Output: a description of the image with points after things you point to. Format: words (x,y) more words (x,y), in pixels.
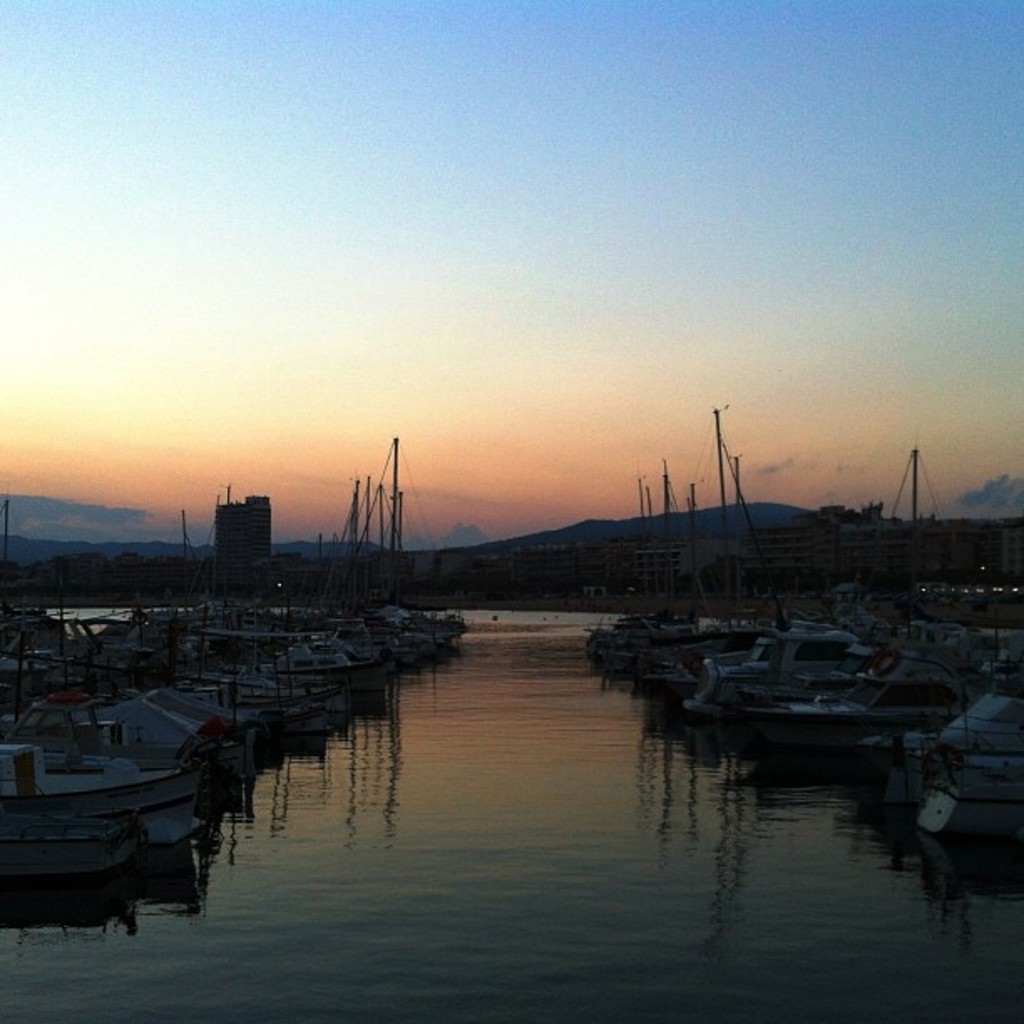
In this image we can see boats (787,714) in the water (504,754), there are buildings (750,541), there are mountains (740,524), at above the sky (472,222) is in blue color.
